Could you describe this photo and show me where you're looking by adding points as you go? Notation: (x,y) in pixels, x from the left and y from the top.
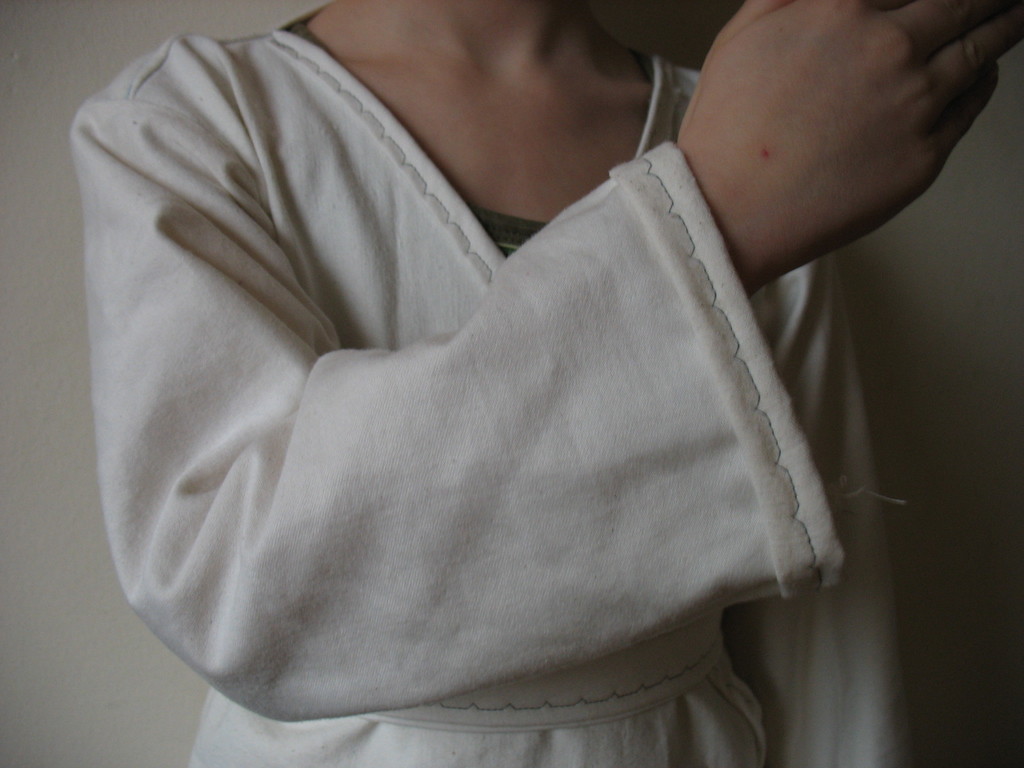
In this image I can see the person (397,410) with white color dress (222,546). And there is a white background (36,462).
